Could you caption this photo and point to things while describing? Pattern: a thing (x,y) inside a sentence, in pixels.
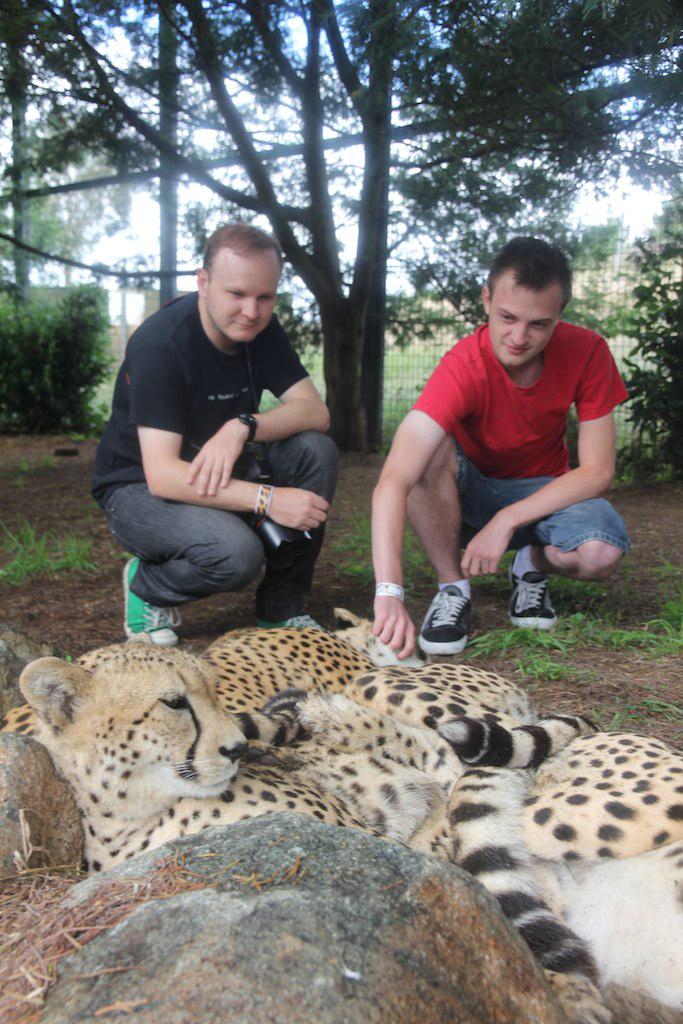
In this image there are rocks (193,915), behind the rocks (240,823) there are cheetahs (303,677), in the background (271,589) there are two men (468,495) on a land (103,570) and there are trees (453,123).
